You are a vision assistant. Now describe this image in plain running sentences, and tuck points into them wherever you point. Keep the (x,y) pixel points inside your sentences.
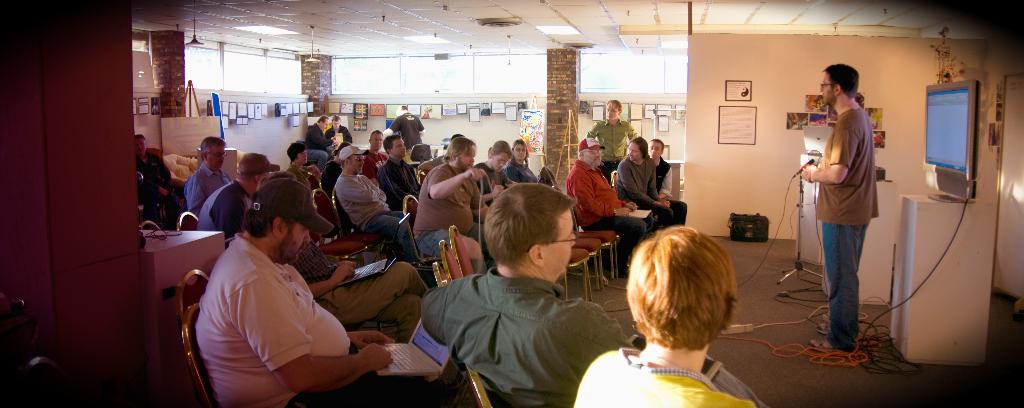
In the image there is man (841,259) standing on the right side (823,191) with a screen (954,161) behind him on a stand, on the left side (312,213) there are many people (312,213) sitting on the chairs (202,367), this is clicked inside a hall (774,59), over the back (254,110) there are many posters (357,113) on the wall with window (631,80) above it.
